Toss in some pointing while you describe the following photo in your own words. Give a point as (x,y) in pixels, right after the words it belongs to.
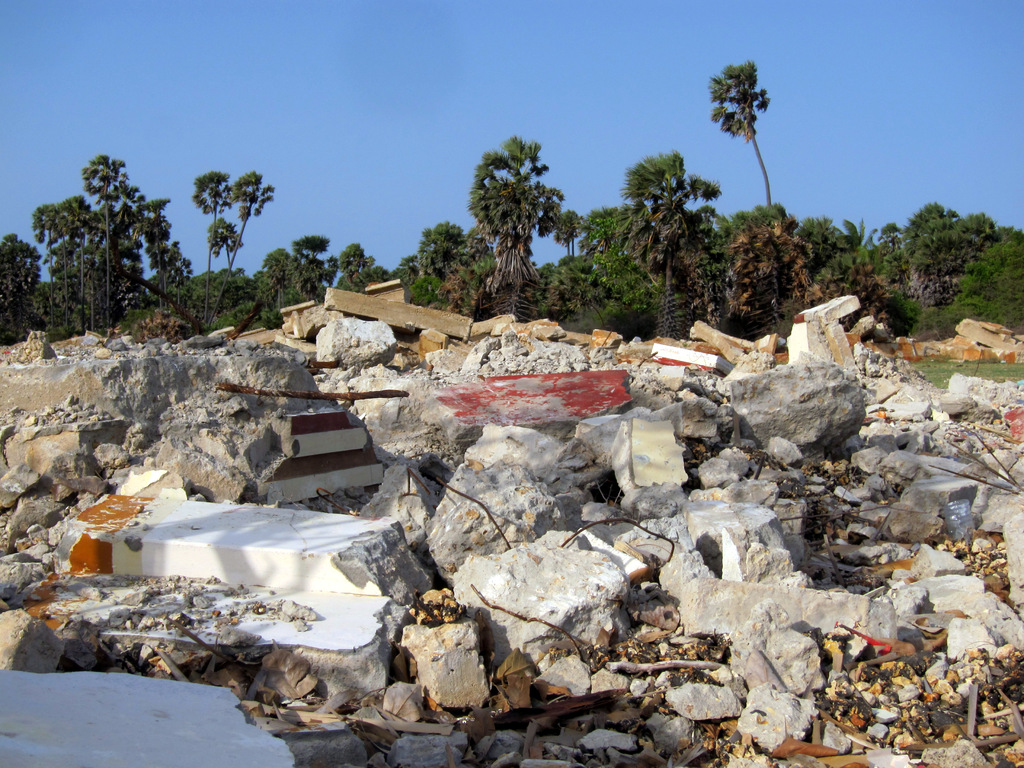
In this picture there are few rocks (528,359) and the sky (253,267) is blue in color.
